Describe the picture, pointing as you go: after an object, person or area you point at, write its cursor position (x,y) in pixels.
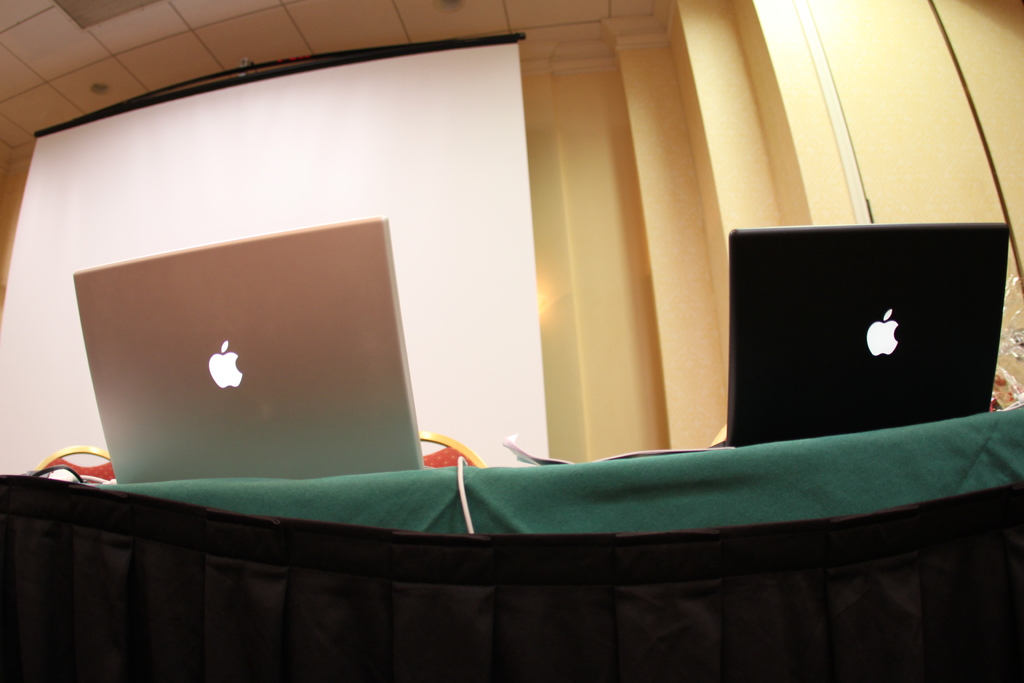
In this image there is a table (921,479), on that table (395,563) there are two apple laptops (832,391), in the background (520,201) there is a screen (458,113) and a wall (608,270).
